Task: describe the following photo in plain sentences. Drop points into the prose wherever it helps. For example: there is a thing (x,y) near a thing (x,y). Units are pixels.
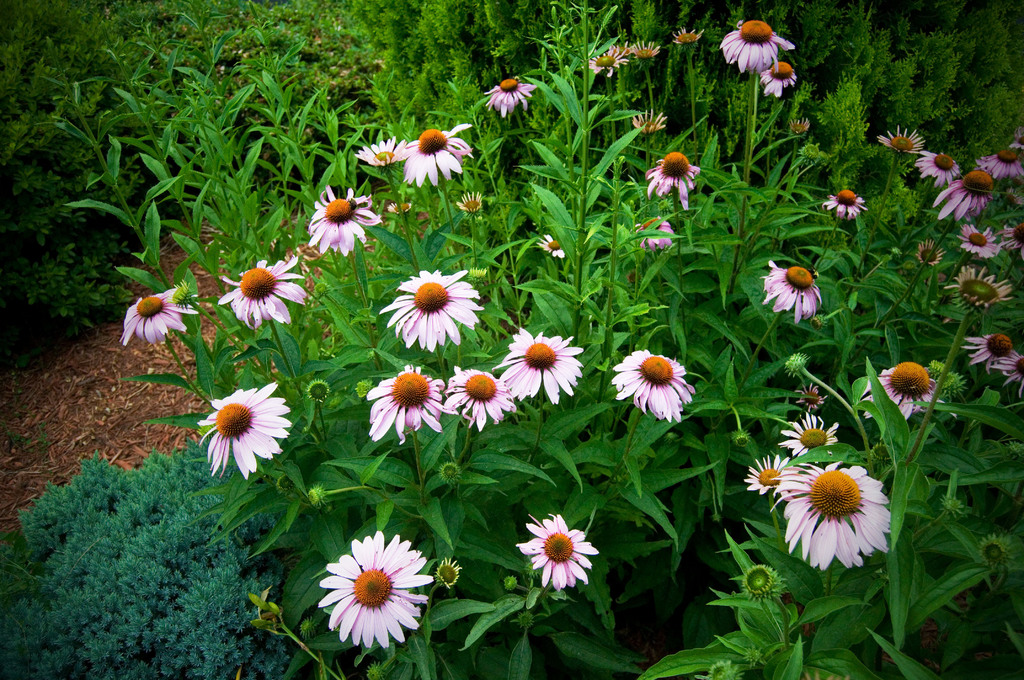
In this image we can see flowers (455,338) on the plants (652,474). Also there are many other plants (435,83).
